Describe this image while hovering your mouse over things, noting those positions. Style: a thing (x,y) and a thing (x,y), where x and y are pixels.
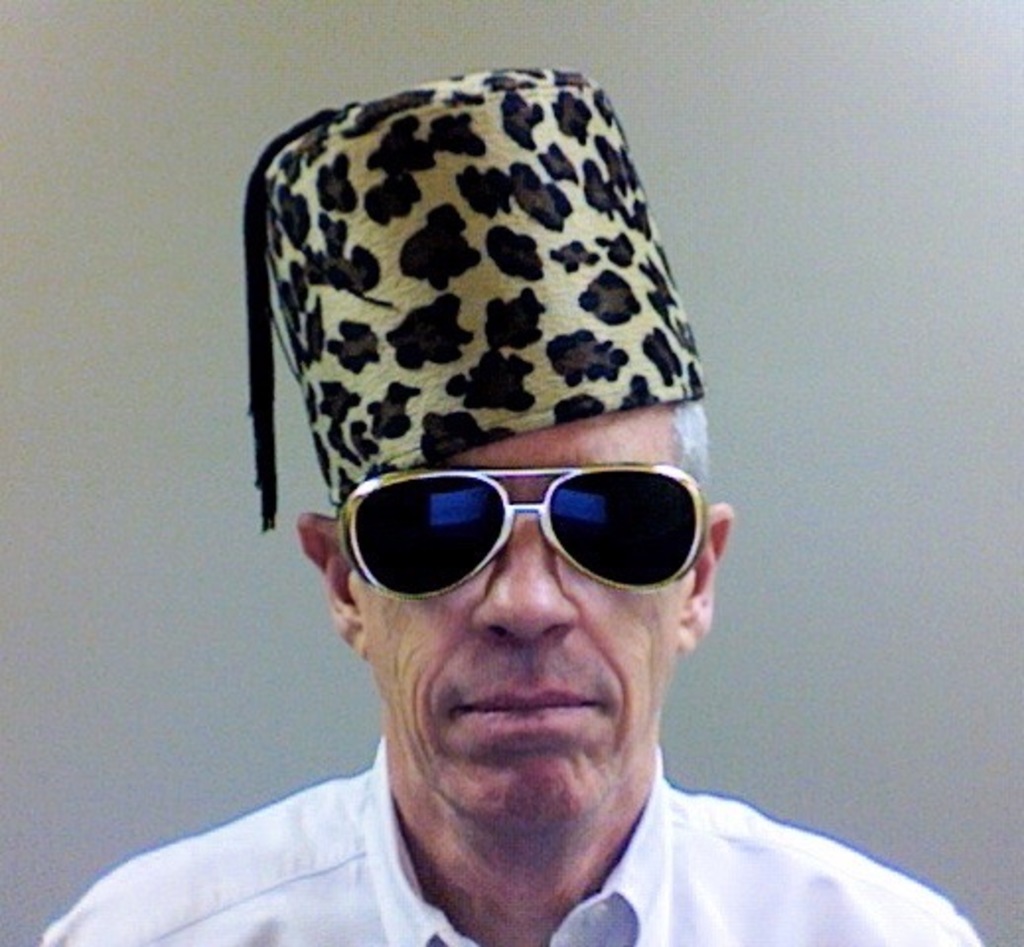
In this image I can see a person (489,717) wearing the spectacles (668,533) and a cap (484,329) on the head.
